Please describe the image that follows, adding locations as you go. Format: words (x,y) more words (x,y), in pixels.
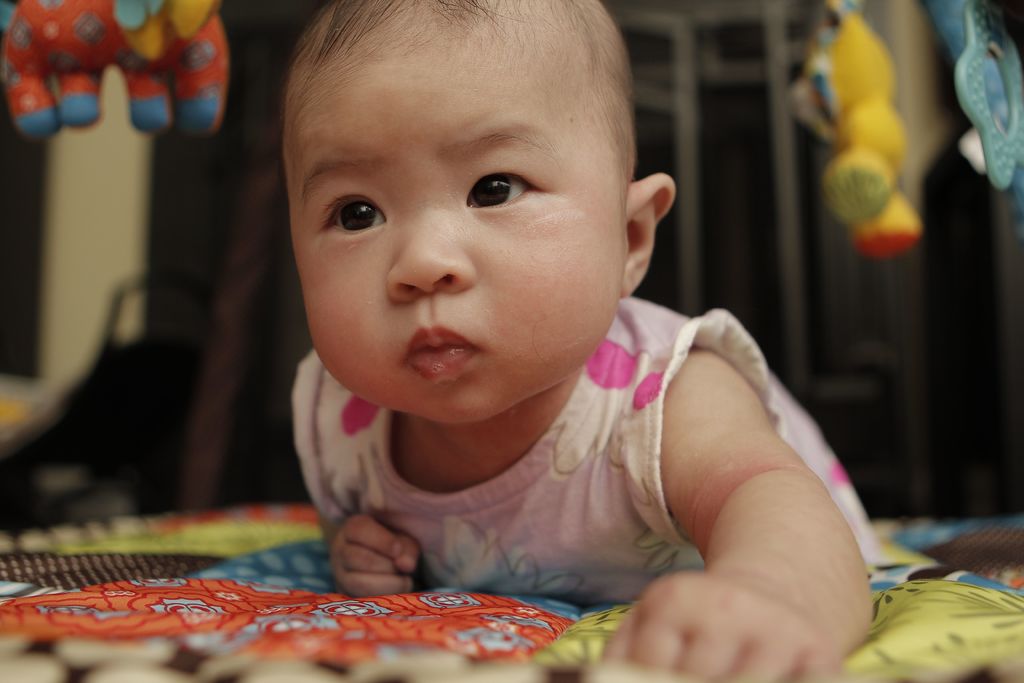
In this image I can see a baby (449,424) is laying on a bed sheet (271,617). At the top (110,45) there are few toys (854,96). The background (103,410) is blurred.
